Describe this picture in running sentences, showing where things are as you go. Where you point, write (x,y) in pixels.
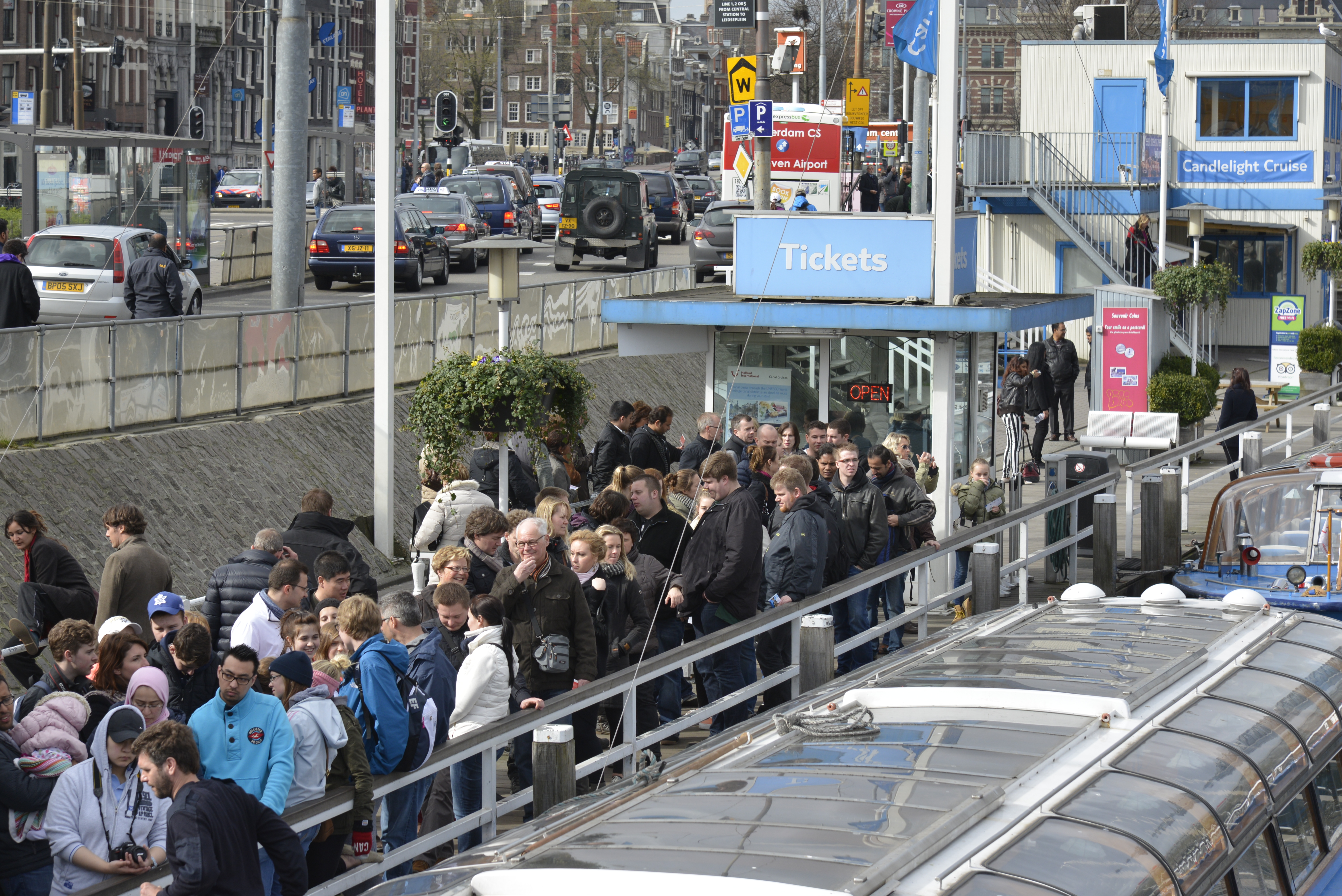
At the bottom of the image (948,765) on the right side (947,729) there is a boat (875,699). Behind that there is fencing (734,640). Behind the fencing (515,726) there are many people (432,612) standing. And also there are poles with sign boards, traffic signals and lights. There is a room (650,335) with glass doors (896,380), poster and name (852,246) on it. On the road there are vehicles (368,242) and also there are many poles (626,91). Behind them there are buildings (640,40) with walls (654,49).
